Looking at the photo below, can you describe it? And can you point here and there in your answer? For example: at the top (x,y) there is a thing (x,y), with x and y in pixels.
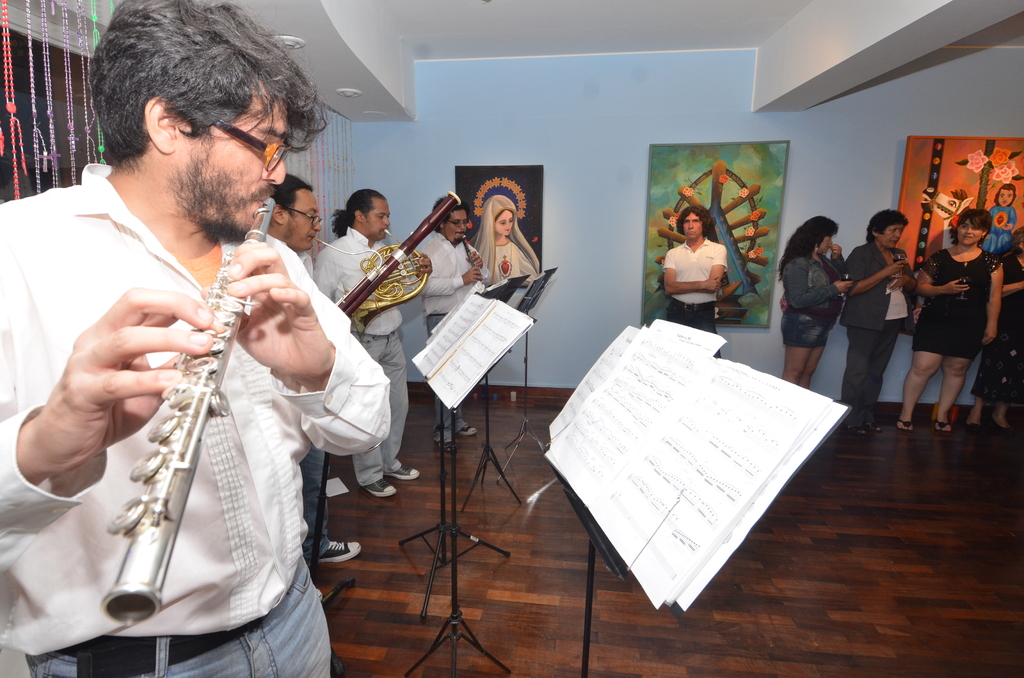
In this image I can see the brown colored floor (835,590) and number of persons (926,292) are standing on the floor (891,578). I can see few of them are holding musical instruments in their hands (425,253). I can see few black colored stands (449,483) with papers (594,491) attached to them and in the background (622,113) I can see the blue colored wall (590,112), few paintings (526,182) attached to the wall (807,189), the ceiling (695,13) and few lights (282,40) to the ceiling (328,82).
